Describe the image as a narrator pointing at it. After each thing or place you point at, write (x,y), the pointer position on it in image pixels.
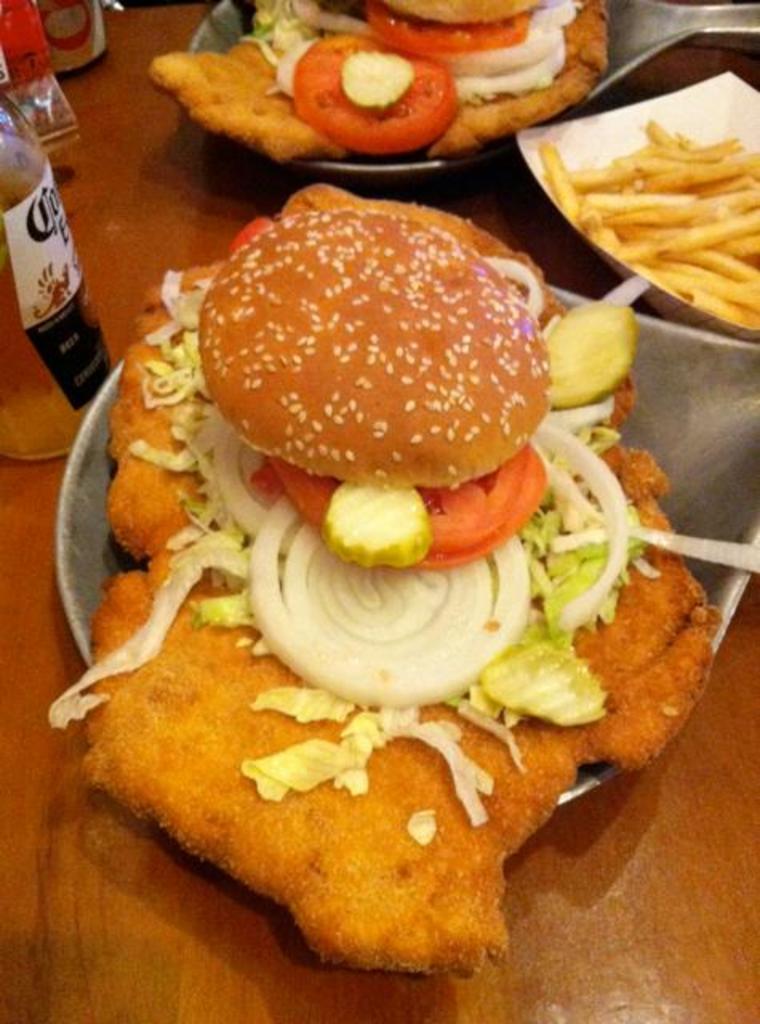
In this picture I can see the brown color surface (601,992) on which I can see a burgers (399,428), fries (755,159), few chopped vegetables (399,567) and other food (132,410) which is of brown color. On the top left side of this picture (17,35) I can see a bottle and other 2 things (49,62).
